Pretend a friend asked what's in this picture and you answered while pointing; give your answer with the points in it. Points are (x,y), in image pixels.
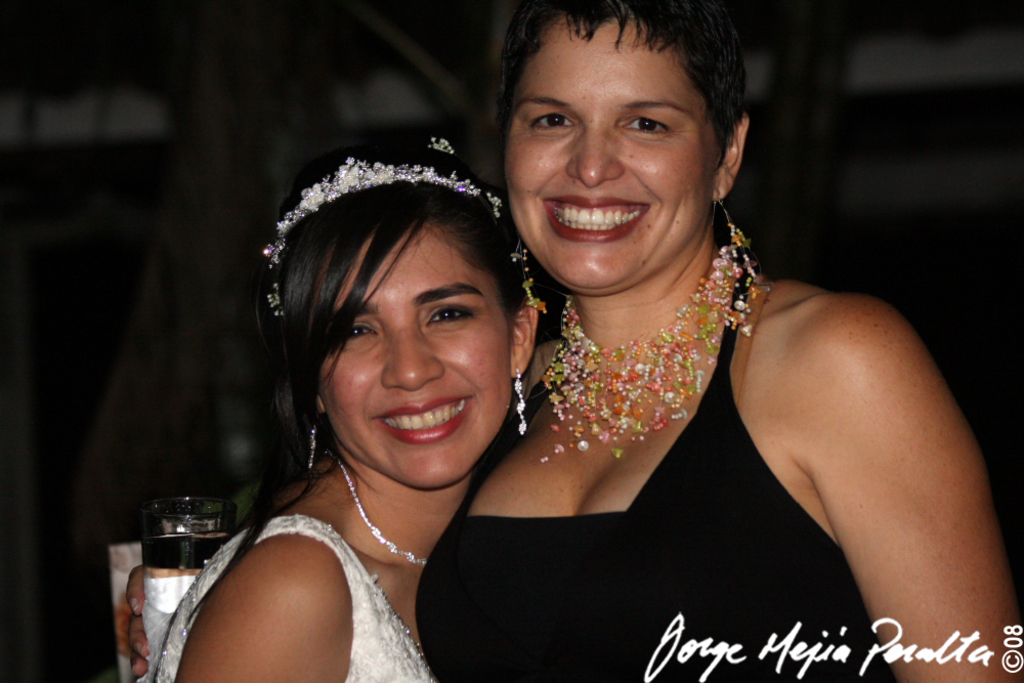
In this image there are two women (544,451) smiling and one of the woman (429,388) is wearing a white dress (375,590) and the other is wearing a black dress (665,496) and holding a glass of drink (161,527) and at the bottom right (766,654) there is a white color text (901,652).
